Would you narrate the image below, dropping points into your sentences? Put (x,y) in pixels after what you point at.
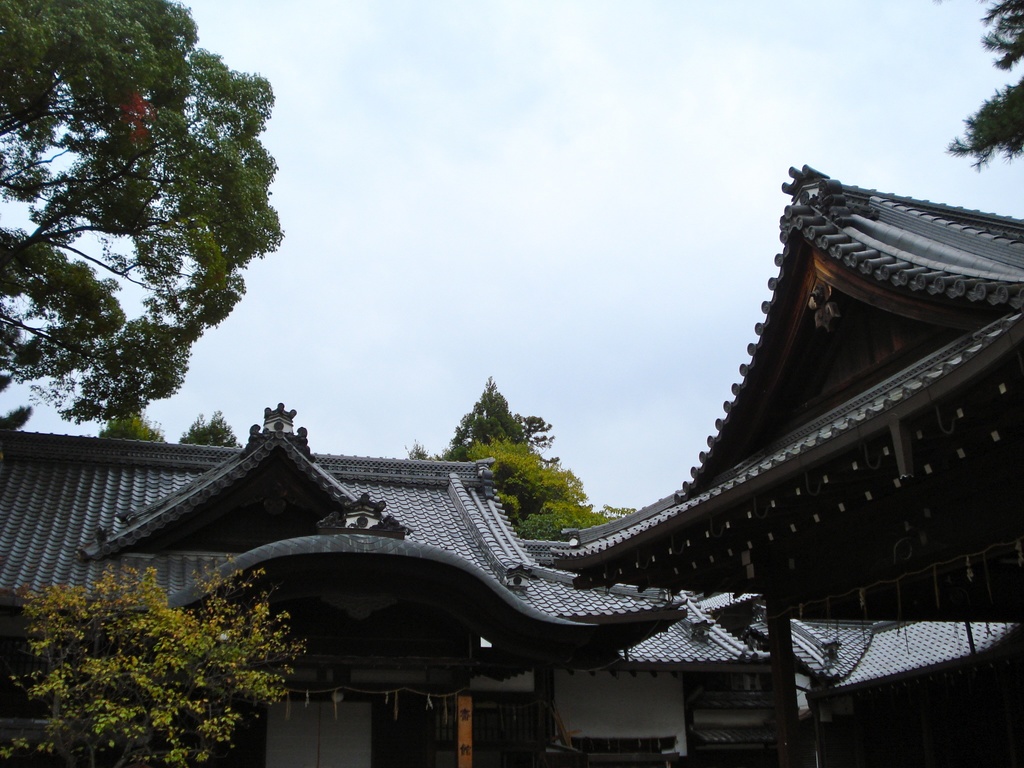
In this picture there are trees (15,255) and buildings (762,416). At the top (531,175) it is sky (616,152).
